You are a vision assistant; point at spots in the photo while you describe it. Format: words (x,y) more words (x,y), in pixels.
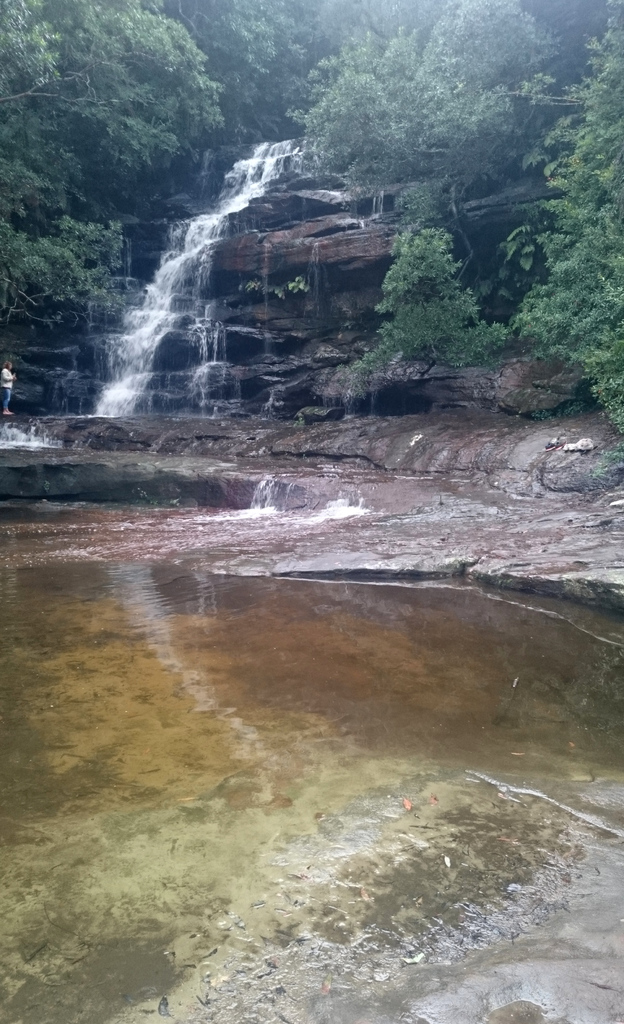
In this image there is water (275,725) at bottom of this image (176,742) and there is a waterfall (193,260) in middle of this image (212,369) and there are some trees (35,254) in the background of this image (510,101).
